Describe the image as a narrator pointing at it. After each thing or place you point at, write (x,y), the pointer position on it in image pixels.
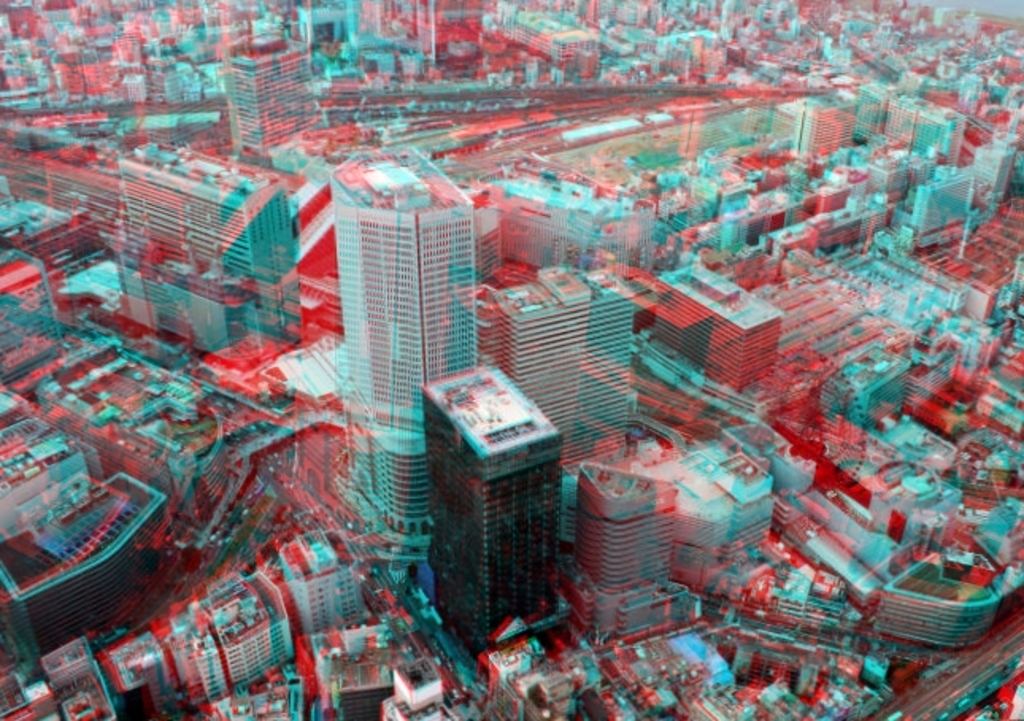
In this image, there are a few buildings (562,401). We can see the ground (247,539) with some objects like vehicles (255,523). We can also see the bridge (285,427).
